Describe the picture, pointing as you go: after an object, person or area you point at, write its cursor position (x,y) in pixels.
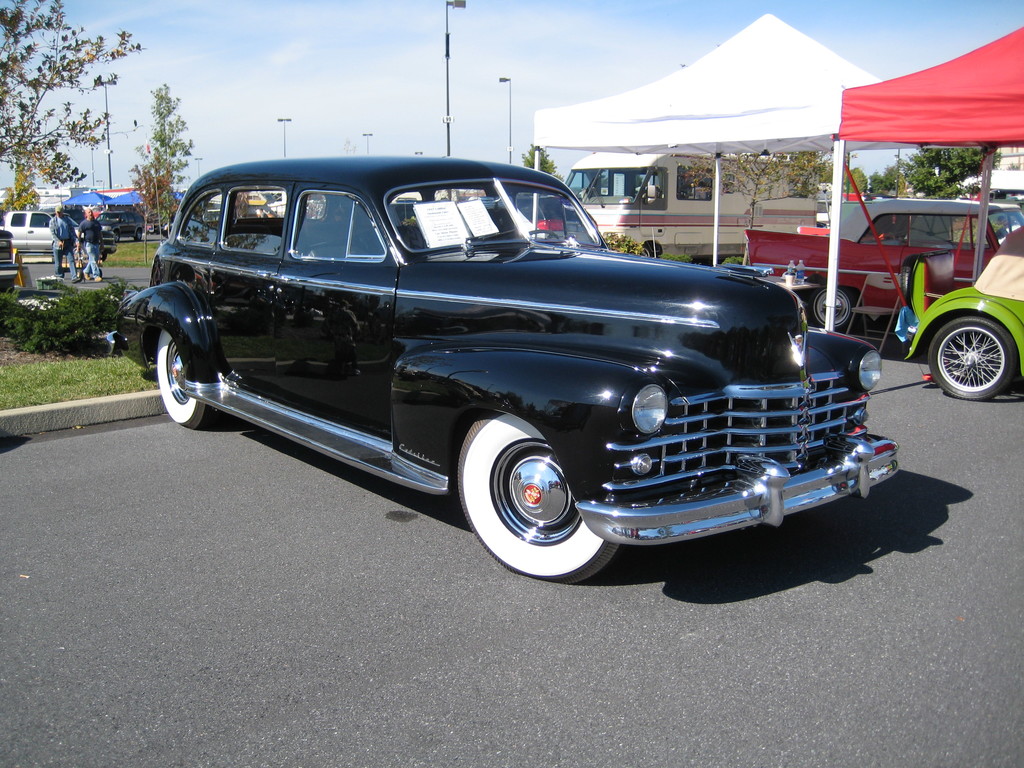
In this image, I can see the cars (246,223) on the road (65,278), canopy tents (903,142), trees (813,167) and street lights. On the left side of the image (62,253), there are two people (72,234) walking. In the background (195,106), there is the sky (676,46).
